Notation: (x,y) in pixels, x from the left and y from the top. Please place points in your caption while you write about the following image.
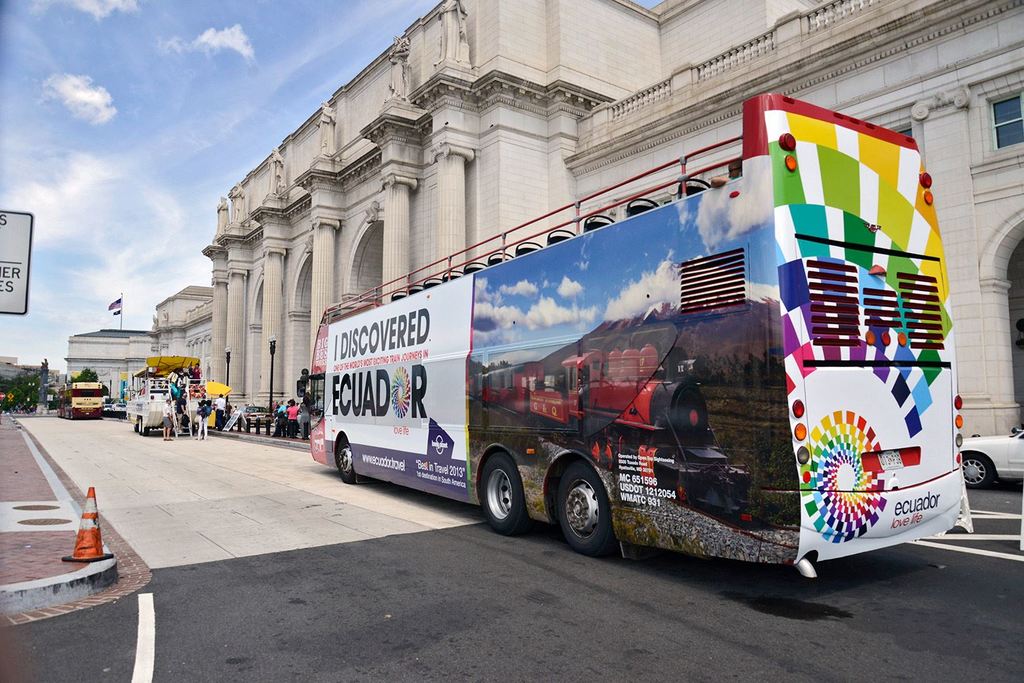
The picture is taken in a city (540,487) on the street (61,441). In the foreground (630,518) we can see bus (648,372), road (513,603), footpath (51,528) and board (5,242). In the middle of the picture (371,241) there are buildings (561,206), car (972,449), people (284,415) street light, tour vehicle (154,397), vehicle (87,393), trees (29,385), flag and other objects (47,386). At the top left corner (156,102) it is sky (110,94).
